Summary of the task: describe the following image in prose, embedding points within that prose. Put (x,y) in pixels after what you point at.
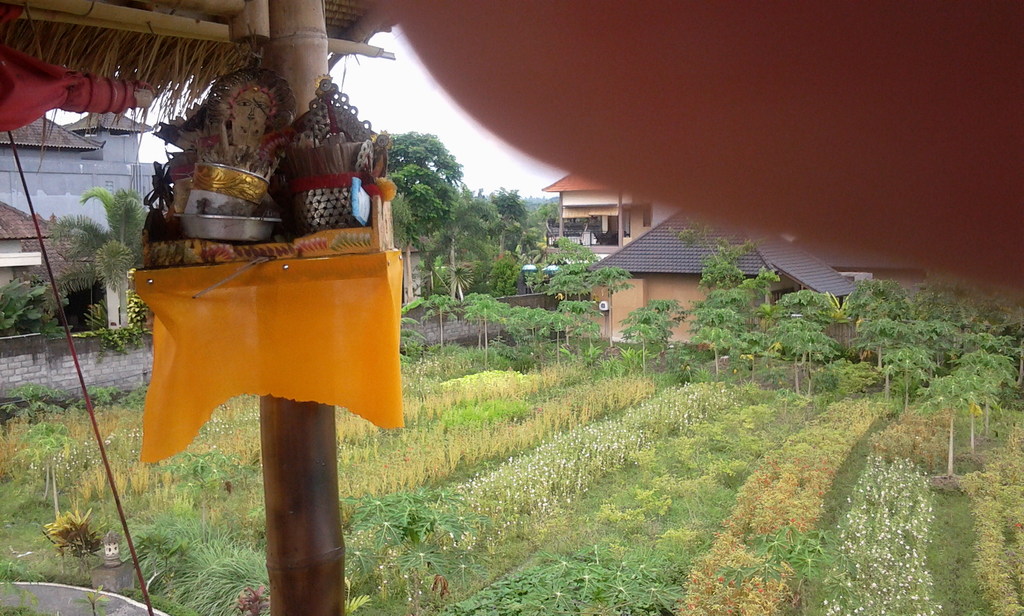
In front of the picture, we see a wooden pole (301,519), yellow color cloth (267,358) and a box (275,249) in yellow color on which the wooden objects (329,169) are placed. At the bottom (647,488), we see the grass (582,511) and the field crops (688,574). There are trees (95,237), buildings (652,265) and the sky (503,184) in the background (474,201). In the left top (234,62), we see the roof (198,75) of the wooden house (175,75). In the right top (894,56), it is brown in color.
